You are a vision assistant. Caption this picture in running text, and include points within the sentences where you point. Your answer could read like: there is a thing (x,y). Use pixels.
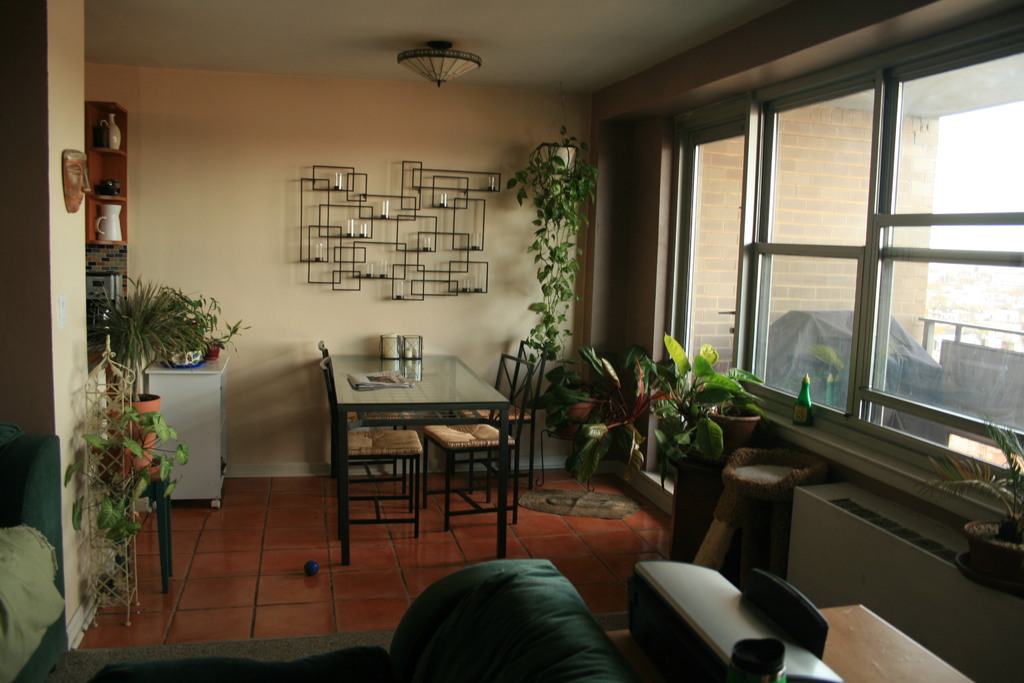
In this image, we can see some plants (573,177). There is a table (437,400) and chairs (495,433) in the middle of the image (465,378). There is a rack (372,218) on the wall (379,164) contains some glasses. There is a door (689,283) and window (934,281) on the right side of the image (1000,357). There is a cupboard (112,196) on the left side of the image (95,223) contains jugs (115,132).
